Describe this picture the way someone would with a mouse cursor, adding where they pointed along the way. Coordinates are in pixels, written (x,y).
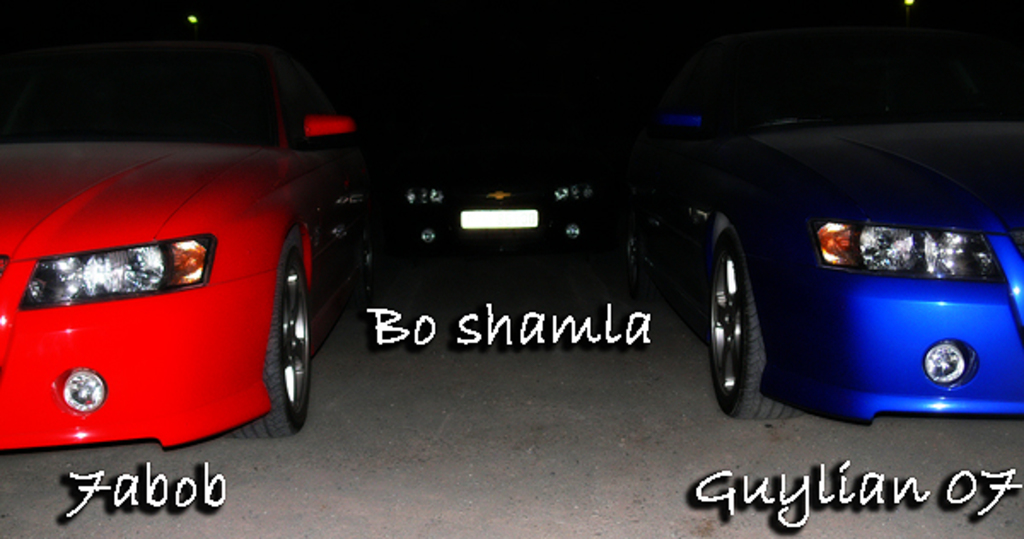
In the foreground of this image (194,327), there are three cars (248,268), one is in on left (239,236), middle and right and some text (218,490) written on bottom of them.
